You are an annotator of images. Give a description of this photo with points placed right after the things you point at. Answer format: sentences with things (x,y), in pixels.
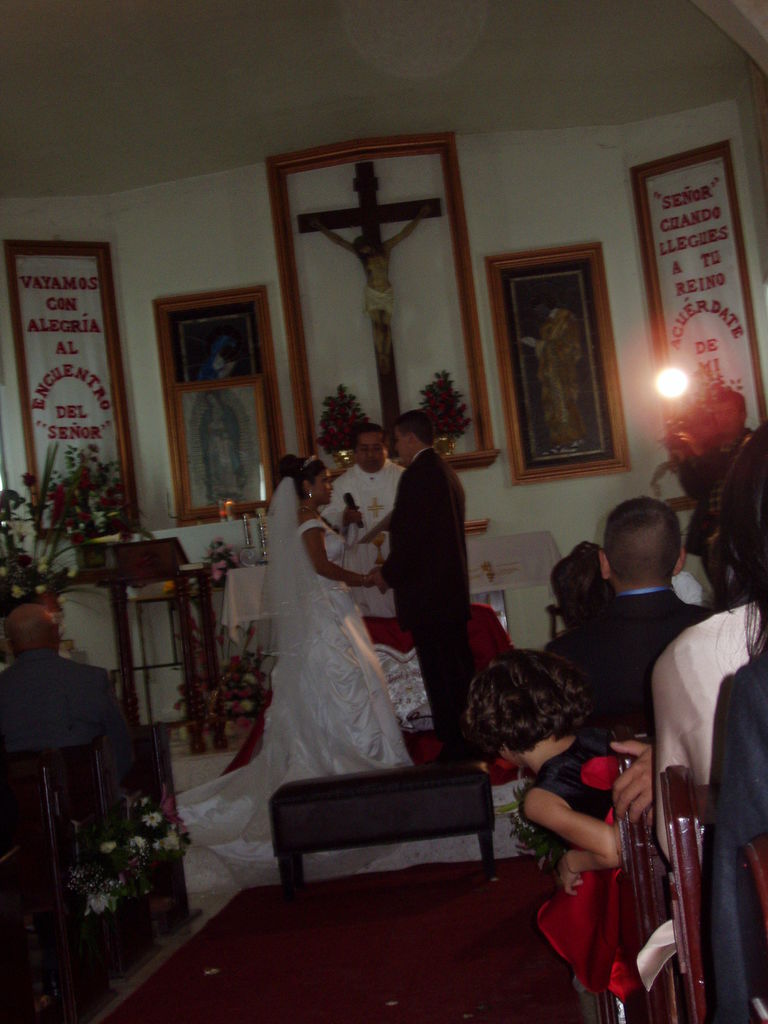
This is a picture of a church (491,732), where we can see benches (694,898) and persons (714,881) sitting on it. This is a red floor carpet (422,978). On the background of the picture (395,198) we can see a wall (554,230) and photo frames (526,336) of lord (214,353). Here we can see a holy cross (371,233) where lord jesus (407,230) on it. Here we can see three persons (376,486) standing.
